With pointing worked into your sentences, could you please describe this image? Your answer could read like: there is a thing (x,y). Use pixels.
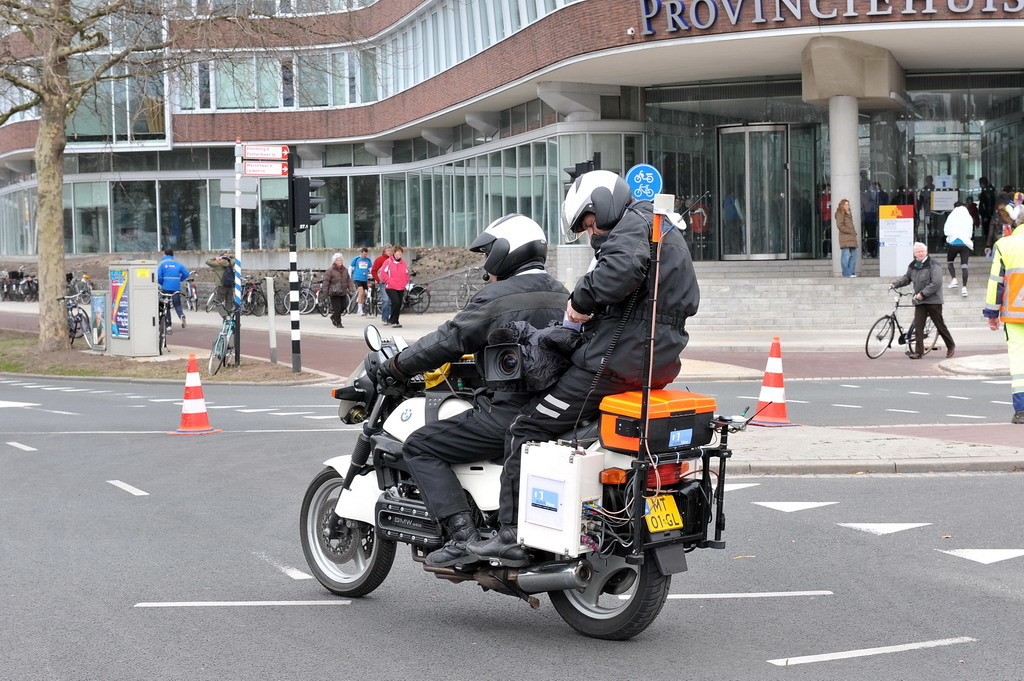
In this picture we can see a motor bike (493,564) on the road (89,460) with two people (612,261) sitting on it, traffic cones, bicycles (313,301), name boards (246,194), poles (240,212), tree (62,312) and some people (1011,233) and some objects (137,272) and in the background (293,50) we can see a building (281,56), curtains (580,146).
